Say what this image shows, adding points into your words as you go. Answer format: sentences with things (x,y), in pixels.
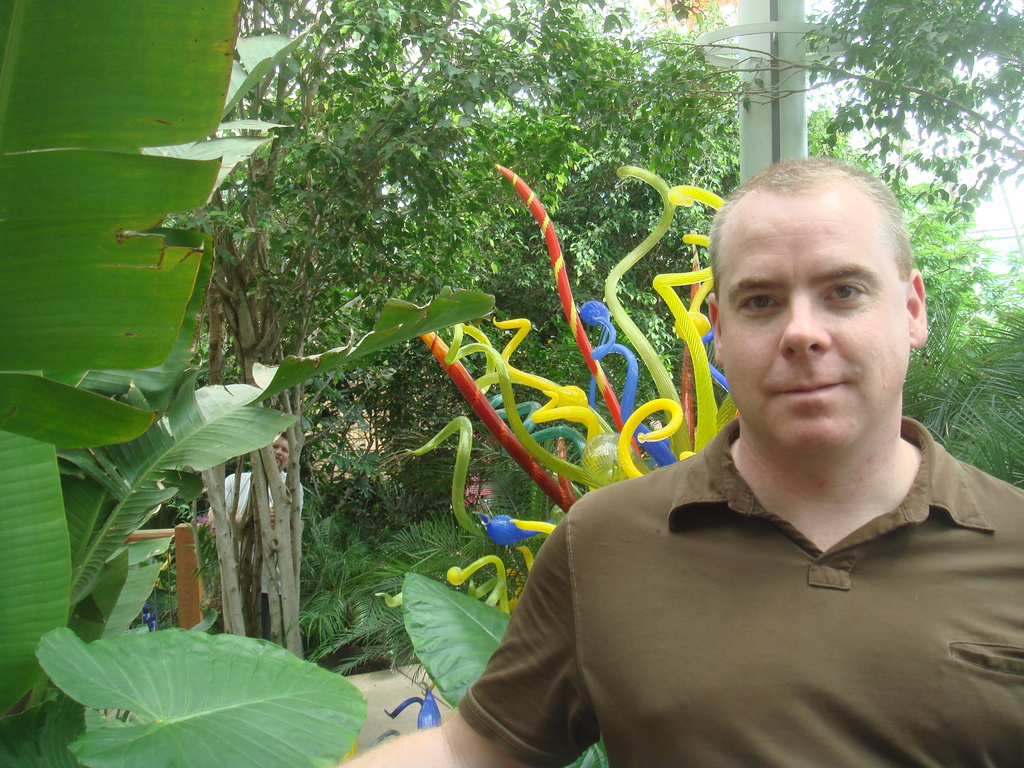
In the foreground of the picture (768,466) there is a person (729,546). On the left (160,609) there are trees (23,229). In the center of the picture (602,430) there are some objects (496,424). In the background (647,105) there are trees (430,119) and a pole (764,117).
